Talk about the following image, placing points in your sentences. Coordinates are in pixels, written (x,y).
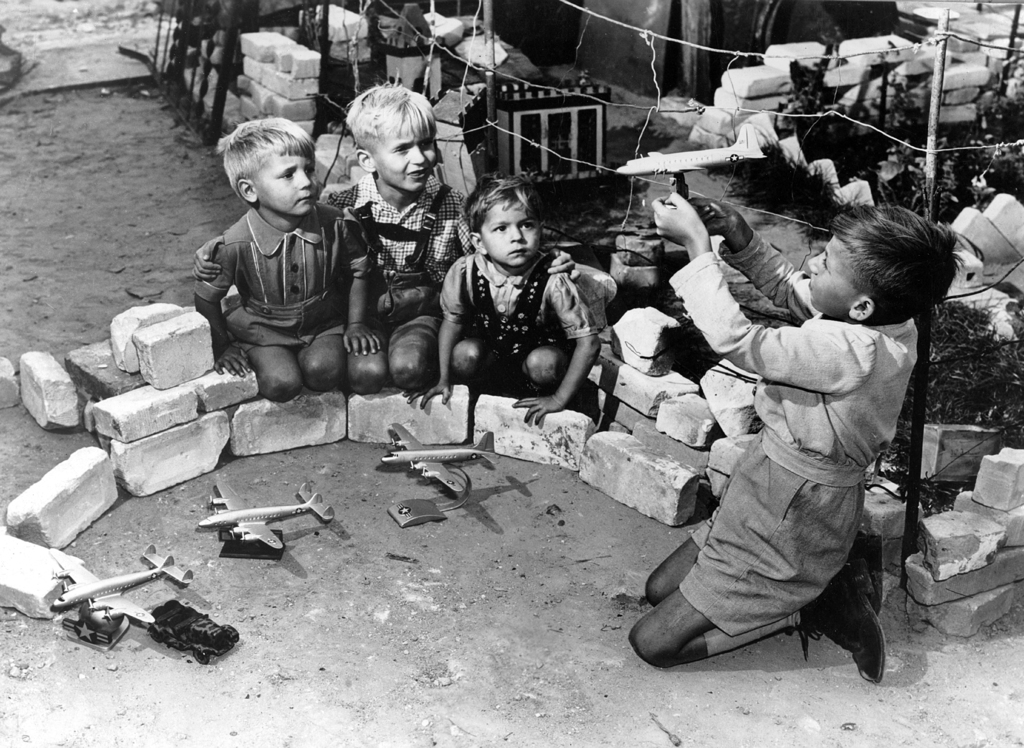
In this image I can see few people (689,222) sitting and one person (666,215) is holding something (687,185). I can see few aeroplanes (238,513), stones (103,425) and few objects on the ground (191,206). The image is in black and white.
